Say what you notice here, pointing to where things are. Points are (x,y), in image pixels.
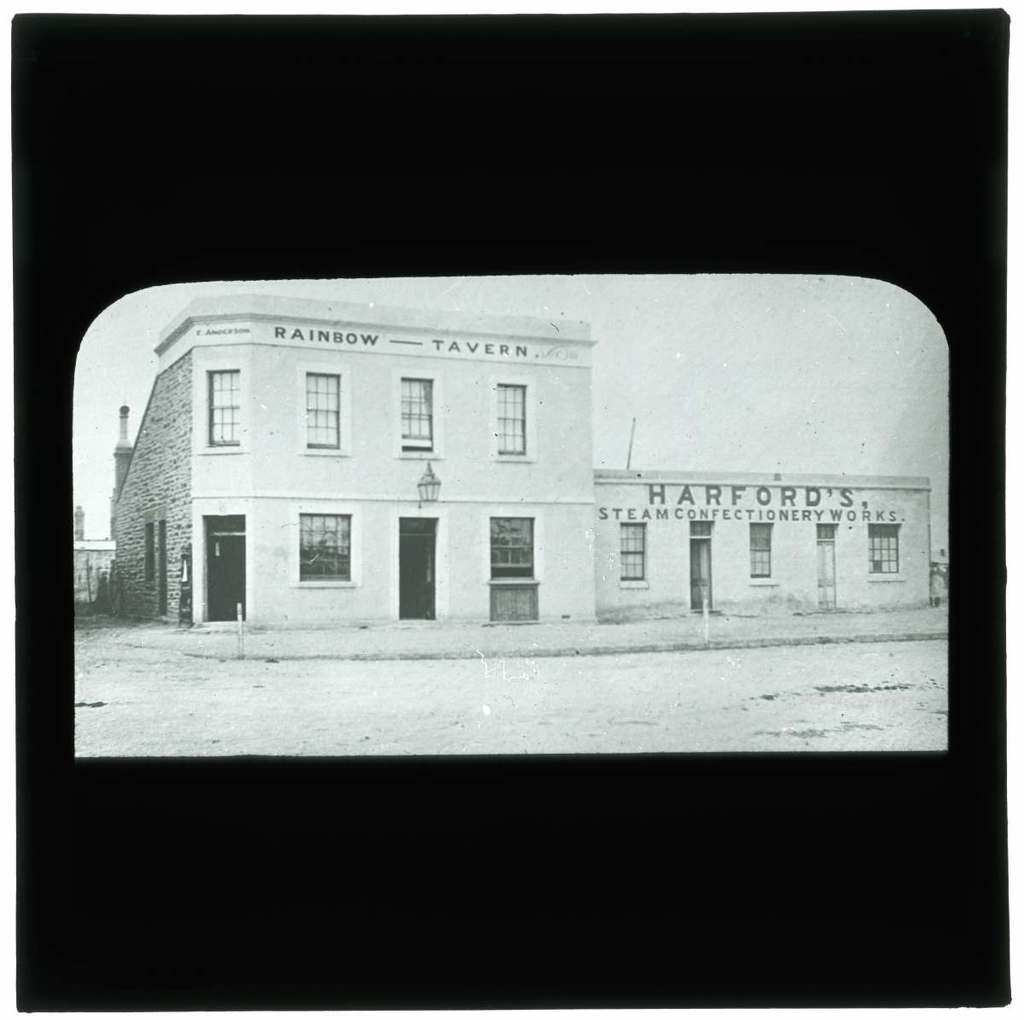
In this image we can see buildings (658,610), windows (894,568), doors (401,614), street lamp (428,486), chimney (120,438), sky (140,393) and ground (522,739).
